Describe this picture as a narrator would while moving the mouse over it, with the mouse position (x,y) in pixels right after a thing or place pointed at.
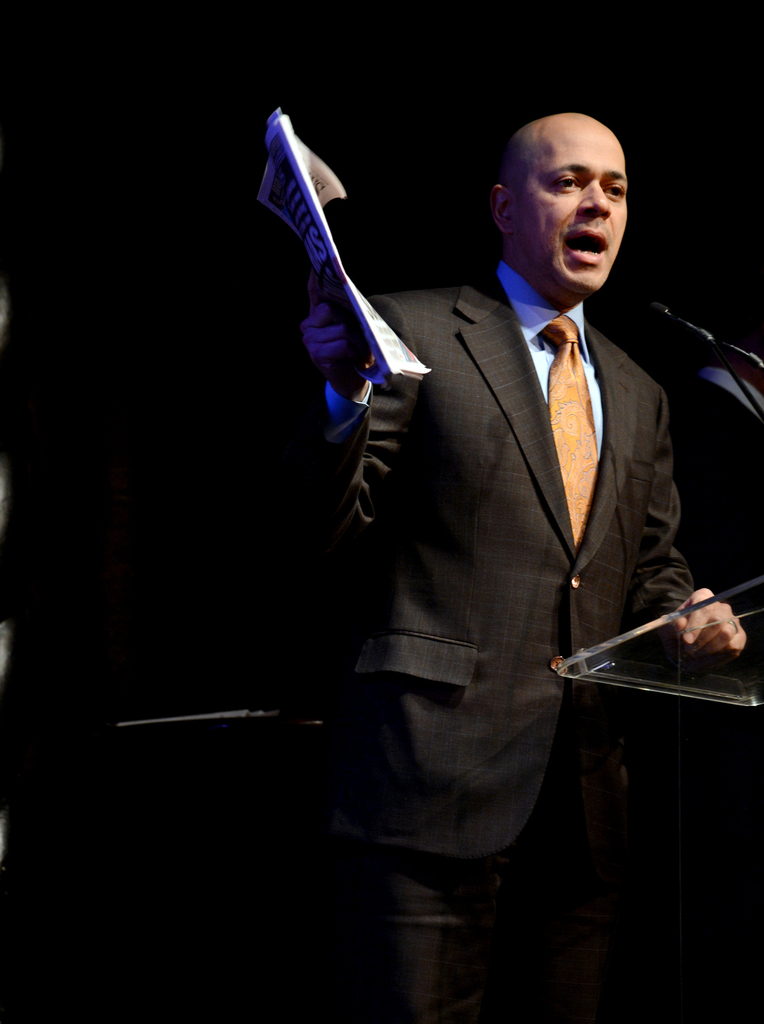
In this image we can see a man (441,469) standing beside a speaker stand (699,608) holding some papers (363,331). We can also see a mic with a stand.
